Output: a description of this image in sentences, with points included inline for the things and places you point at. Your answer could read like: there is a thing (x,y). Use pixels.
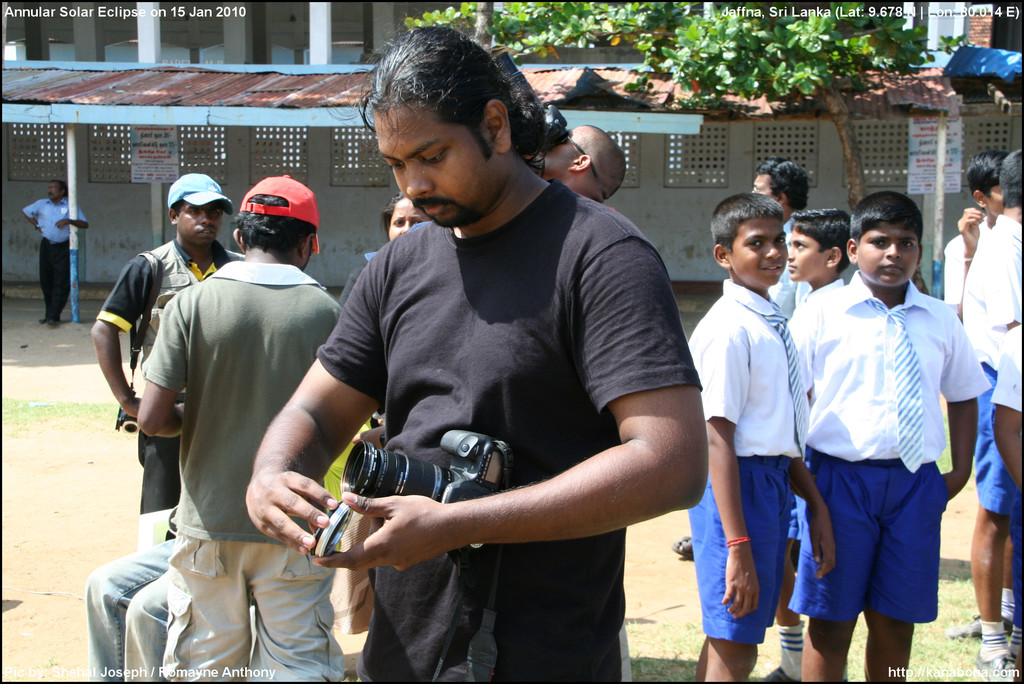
In this image we can see a group of persons (464,341) are standing on the ground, here a man (364,395) is holding a camera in the hands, here is the grass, here is the tree (847,130), here is the pole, here is the wall (216,151).
